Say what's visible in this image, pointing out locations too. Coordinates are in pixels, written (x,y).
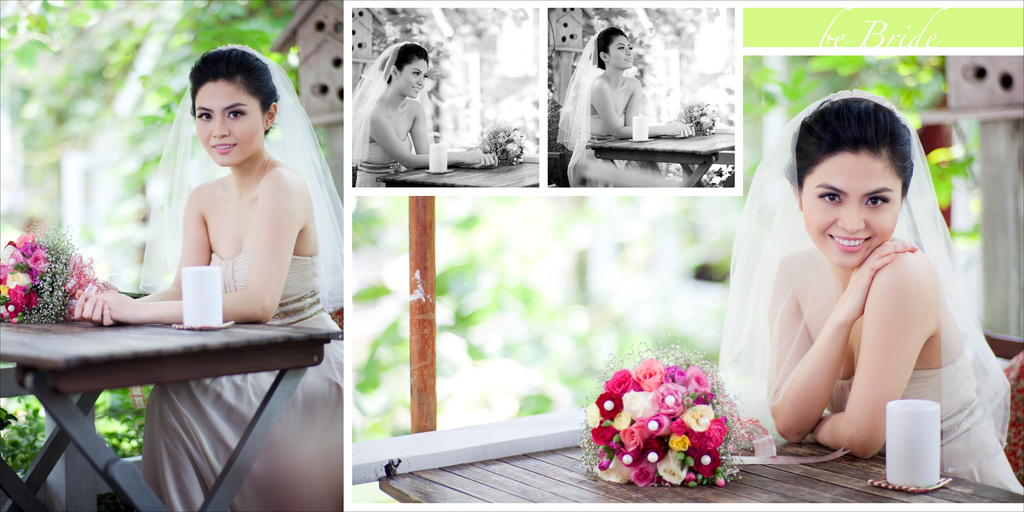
This looks like a collage picture. I can see a woman (262,304) sitting on a bench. This is a table (107,341) with a flower bouquet (59,294) and some object (188,314) placed on it. and here I can see a wooden bird house (561,40).
